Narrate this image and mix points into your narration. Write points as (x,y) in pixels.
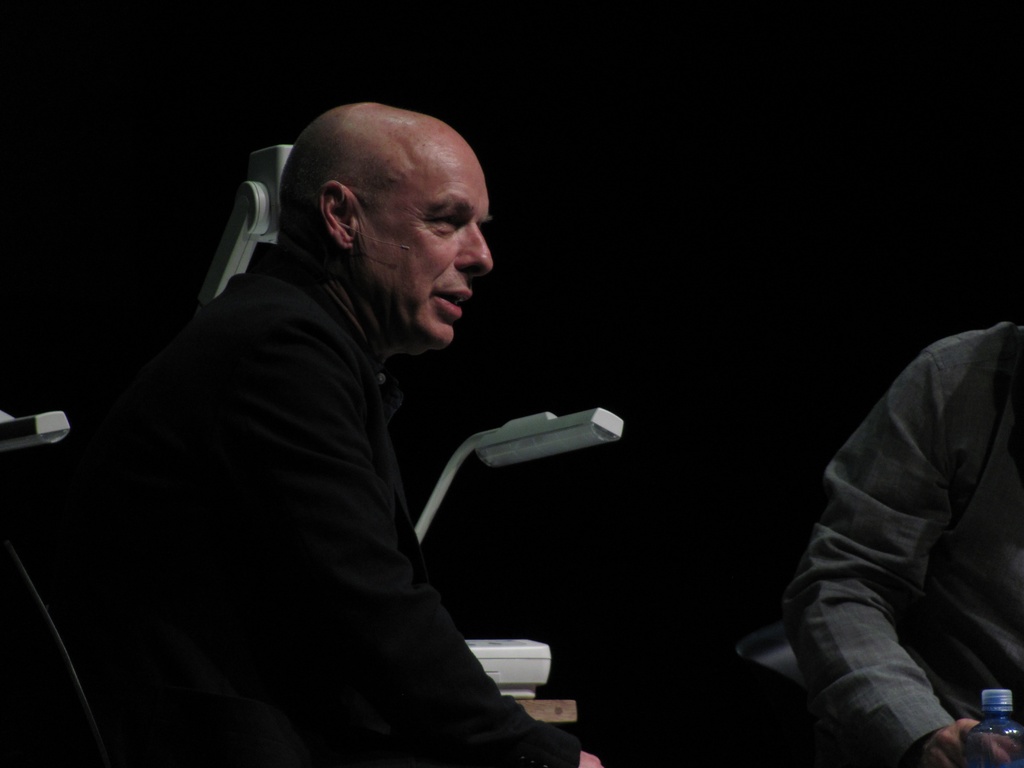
In the image there is a man (325,497) sitting. Behind him there are white color objects (526,428). On the right side of the image (915,483) there is a man (912,661) sitting and also there is a bottle (996,733). Behind them there is a black background (71,321).
